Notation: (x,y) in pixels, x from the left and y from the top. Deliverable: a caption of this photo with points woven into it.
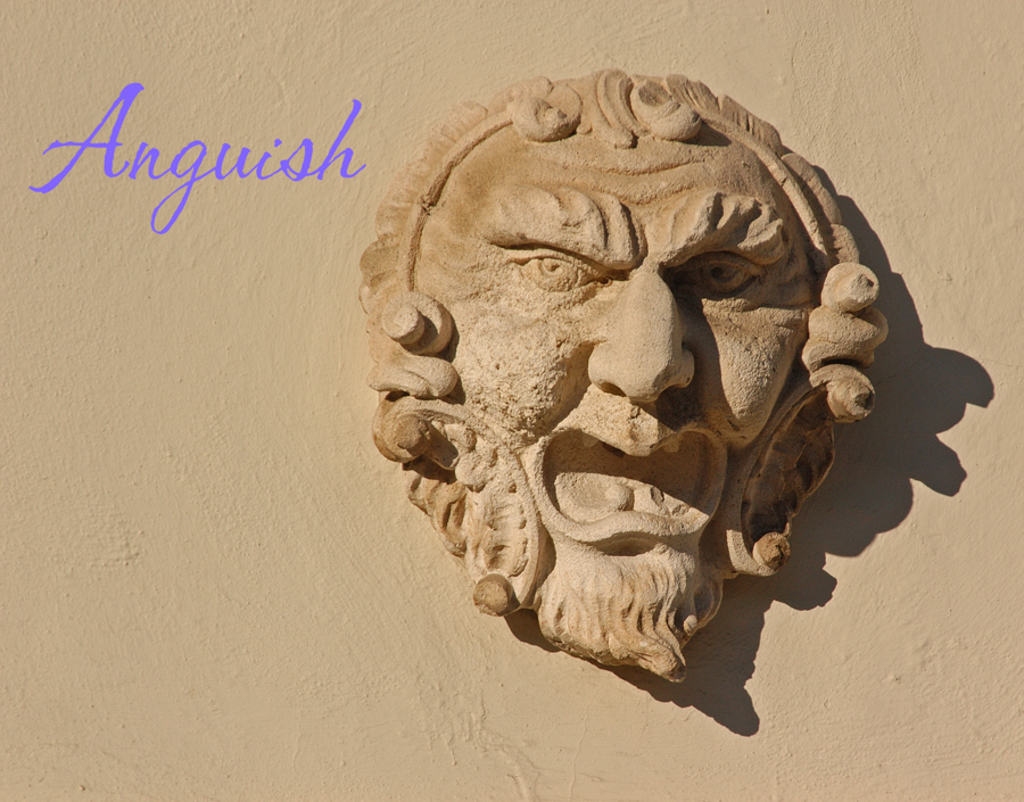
In this image I can see sculpture (584,399) attached to the wall (356,388). Here I can see a watermark (251,164).
